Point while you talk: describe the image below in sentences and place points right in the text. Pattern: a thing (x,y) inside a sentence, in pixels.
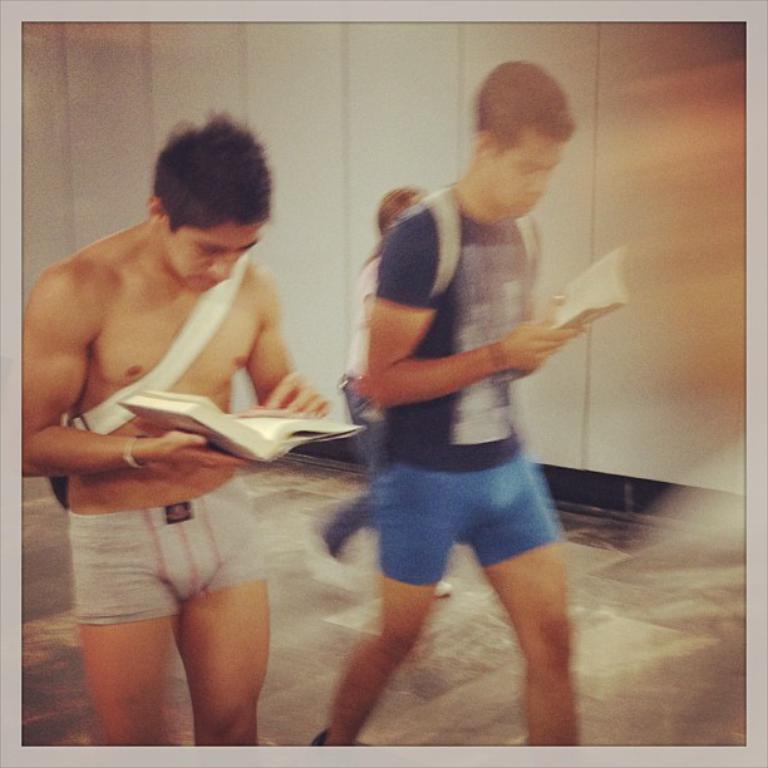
In the image few people (481,105) are walking and holding books (619,253). Behind them there is wall (293,157).
